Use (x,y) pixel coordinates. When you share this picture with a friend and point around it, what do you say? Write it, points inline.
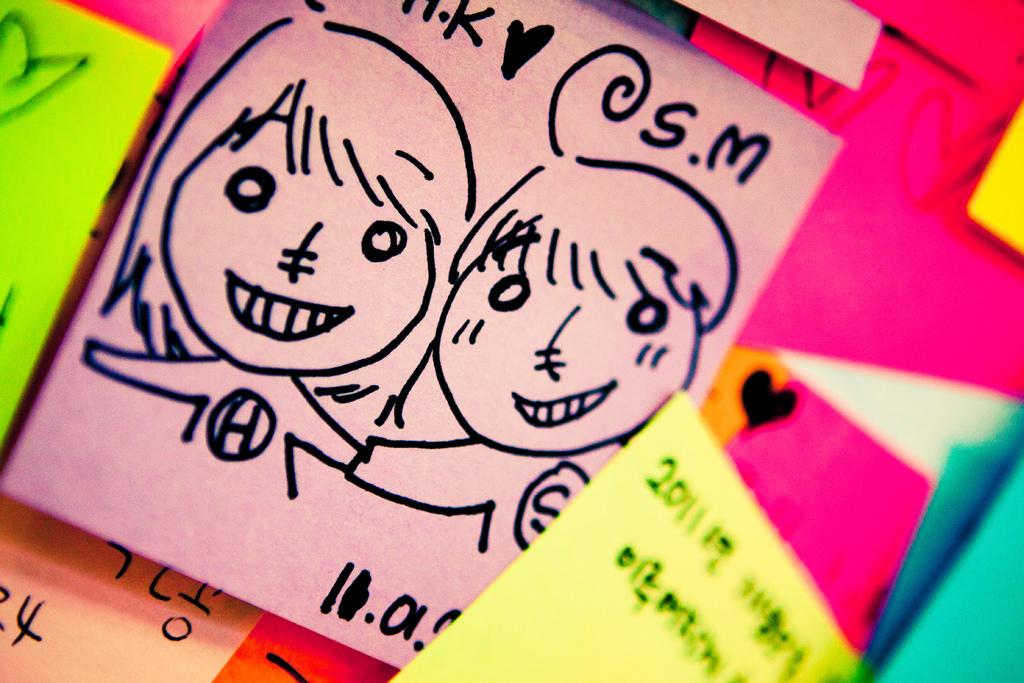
In this picture I can see the papers (243,303) on the wall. In the center (653,354) I can see the design of a woman (431,339).
